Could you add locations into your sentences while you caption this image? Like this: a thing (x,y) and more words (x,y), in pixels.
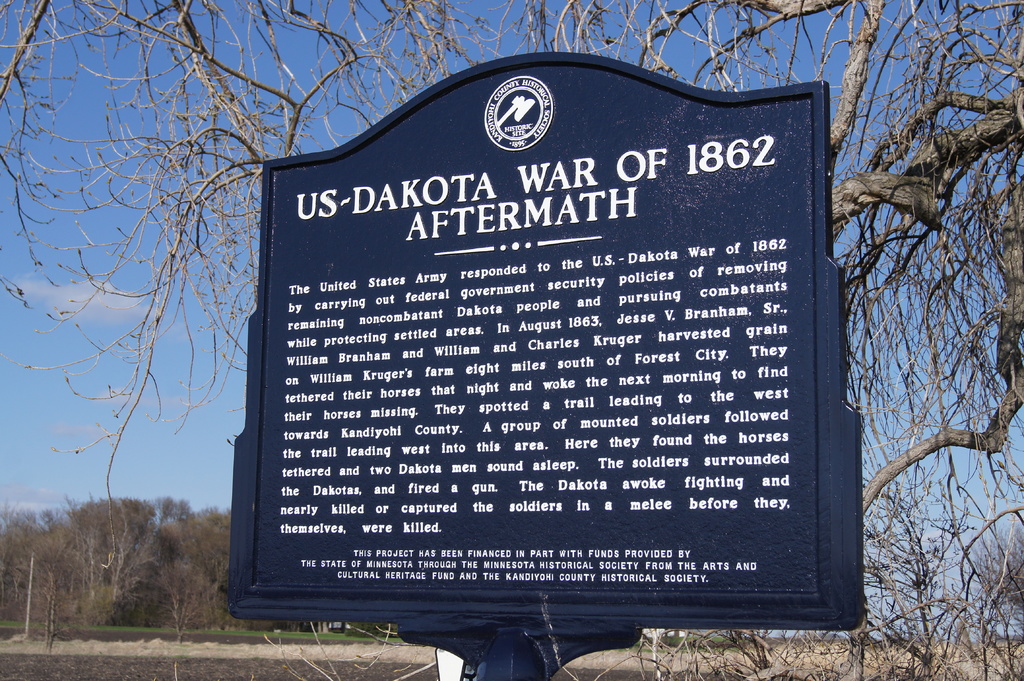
In this image we can see a sign board (371,363) placed under a tree (857,635). In the background (205,568) we can see trees (209,533) and sky (211,500).
